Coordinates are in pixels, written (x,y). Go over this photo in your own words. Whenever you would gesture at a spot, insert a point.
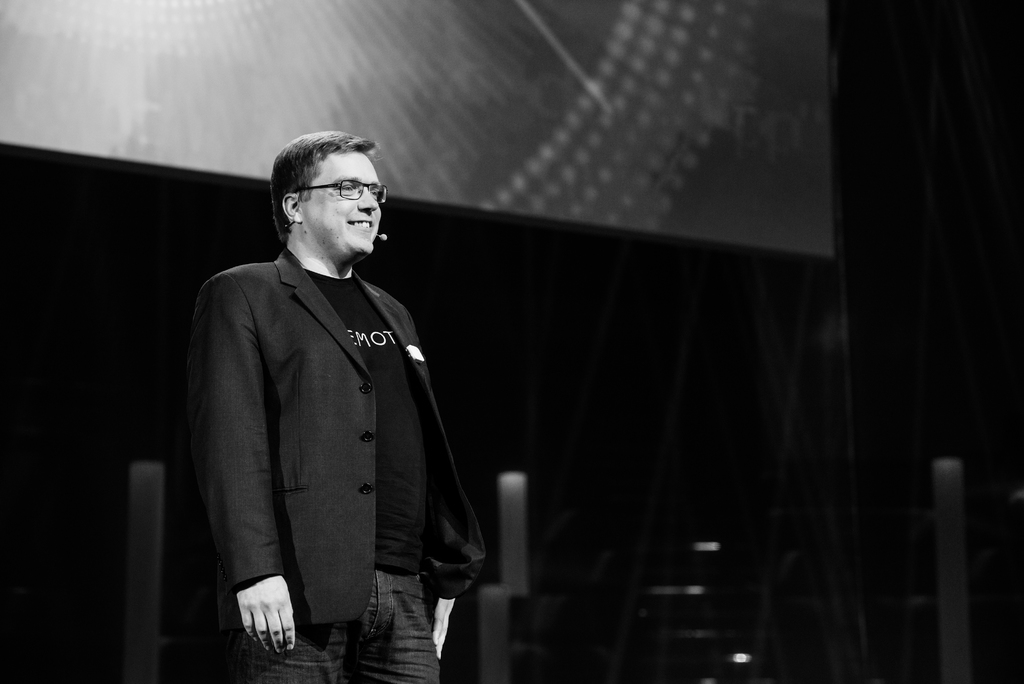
This is a black and white. In this image we can see a person (312,463) standing on dais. In the background (702,394) we can see wall (135,295) and screen (413,114).
